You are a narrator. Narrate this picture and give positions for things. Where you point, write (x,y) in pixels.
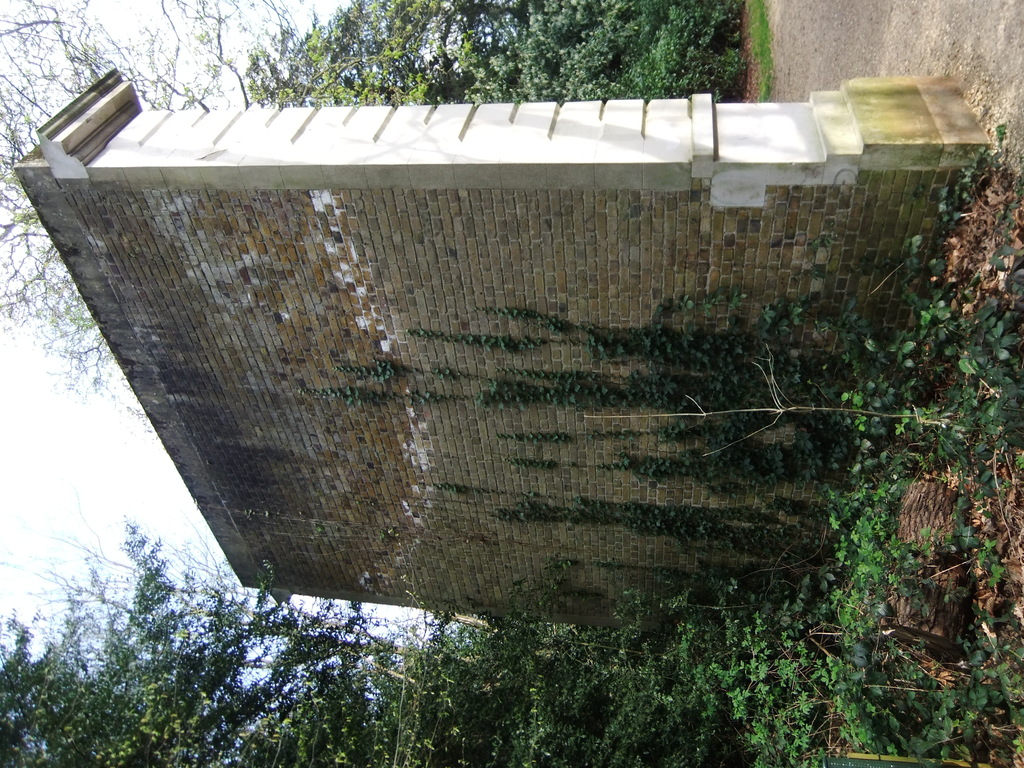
There is a brick wall (250,269). On the wall (505,375) there are plants (577,396). On the sides of the wall (253,248) there are trees (664,661). On the left side (128,482) there is sky (105,484). And on the right top corner (822,28) there is a road (790,38).
